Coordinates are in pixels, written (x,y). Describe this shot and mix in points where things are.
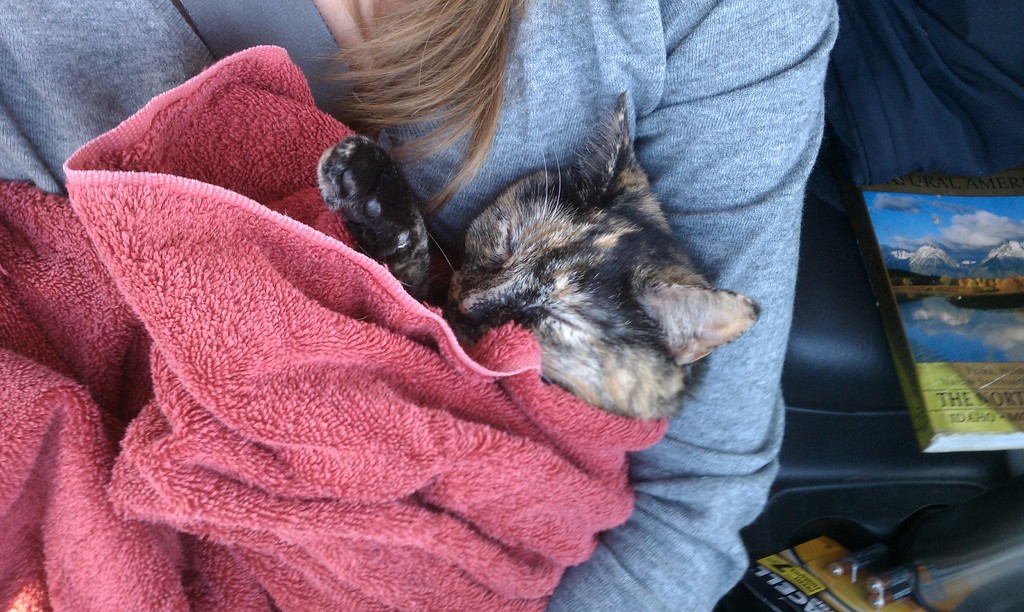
In this image there is one women (673,38) sitting as we can see in left side of this image (187,70) and she is holding a cat (584,288) and there is a towel (395,497) at left side of this image (249,396) which is in red color, and there is a book (899,359) is kept at right side of this image (892,357) and there are some objects (750,578) at bottom right corner of this image (790,593).
